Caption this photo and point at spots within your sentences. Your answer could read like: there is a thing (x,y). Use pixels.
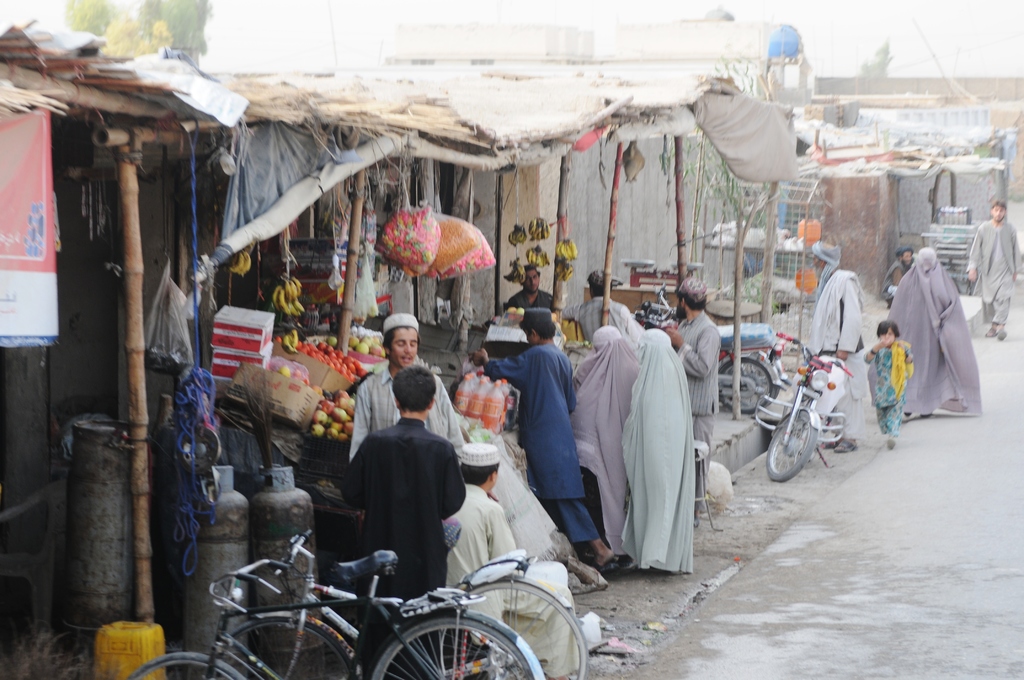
In this image, we can see persons (638,386) wearing clothes (824,313). There is a shop (389,288) in the middle of the image (414,284). There are bicycles (531,677) at the bottom of the image (416,636). There are cylinders (286,509) in the bottom left of the image (110,494). There are motorcycles (763,401) beside the road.
